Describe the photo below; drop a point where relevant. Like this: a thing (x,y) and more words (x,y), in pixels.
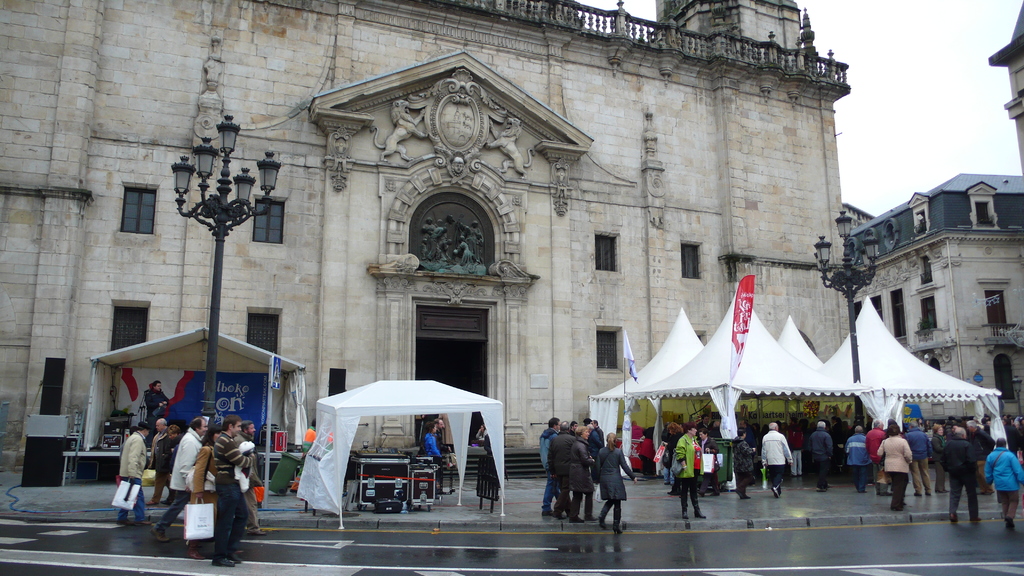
There is a group of persons (241,459) are walking on the road (783,482) as we can see at the bottom of this image (171,434). There are some tents (372,413) on the left side of this image (308,467), and right side of this image (885,374) as well. There is a monument (637,288) in the background (553,323), and there is a sky (906,41) at the top of this image (885,33).
